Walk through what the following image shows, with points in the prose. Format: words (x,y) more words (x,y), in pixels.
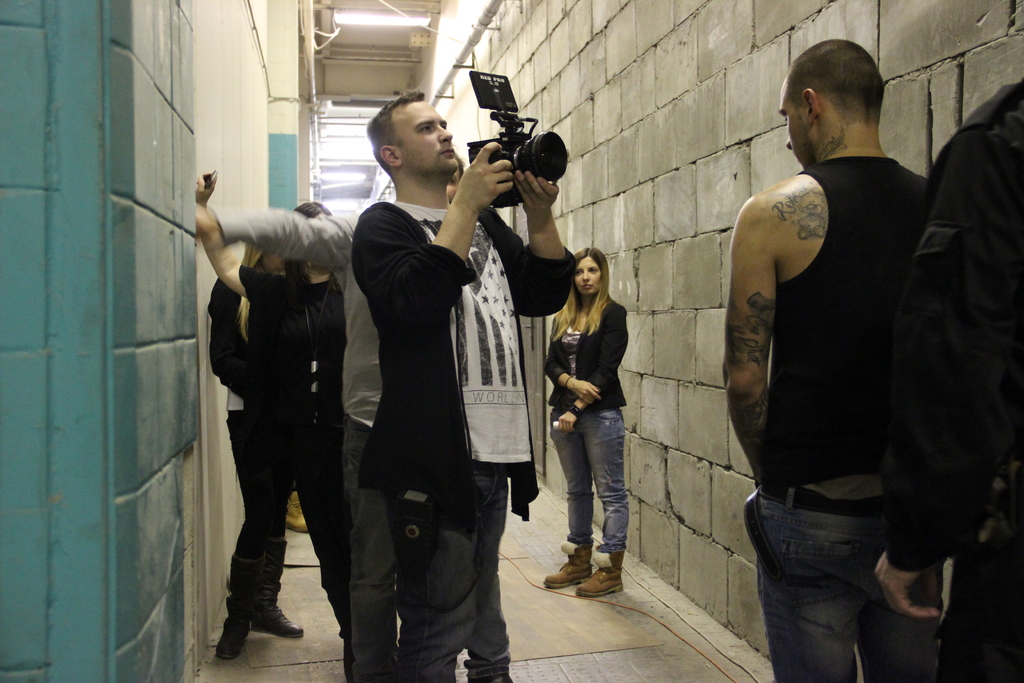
In this image in the center (495,385) there are group of people (867,337) who are standing and one person (481,197) is holding a camera (498,147). On the right side (716,45) and left side (157,282) there is a wall (274,204), in the background (329,179) there are some lights (326,173).
